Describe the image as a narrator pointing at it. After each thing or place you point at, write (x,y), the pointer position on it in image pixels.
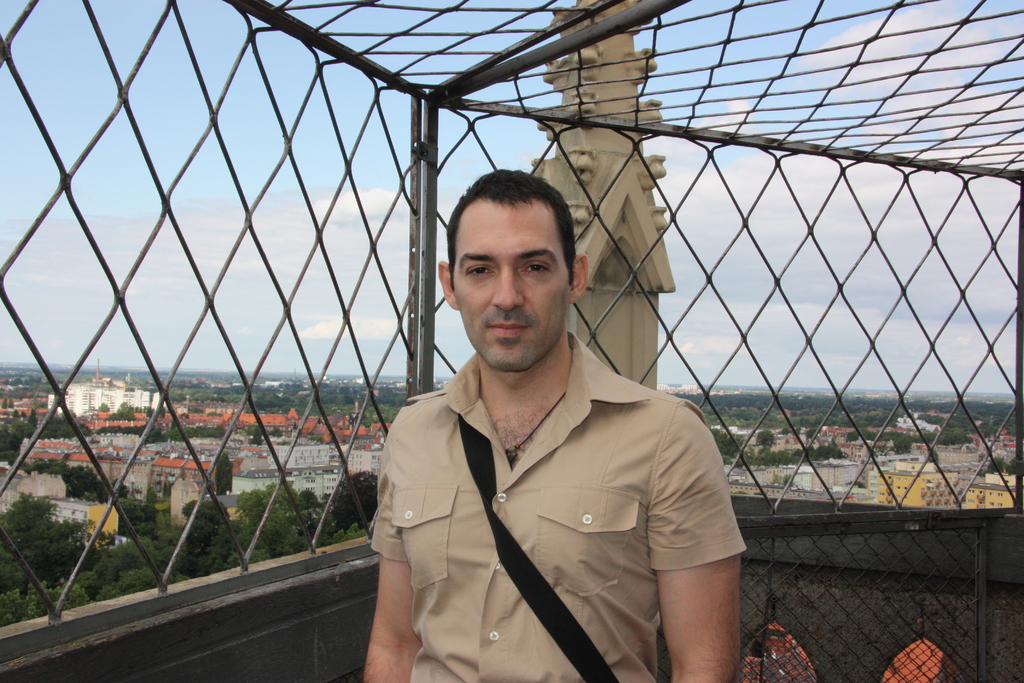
in this picture there is a person (665,568) standing and there is a fence (313,250) behind and above him and there are trees (388,404) and buildings (115,448) in the background (198,517).
